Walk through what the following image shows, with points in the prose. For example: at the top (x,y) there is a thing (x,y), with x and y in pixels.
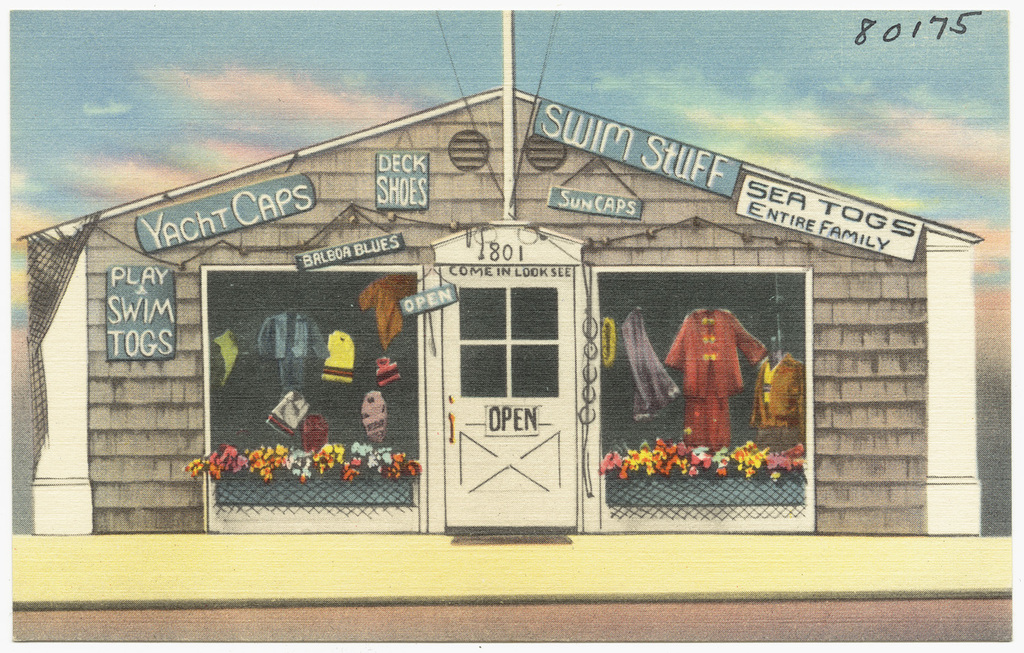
In this image there is a depiction of a house (565,371) with name boards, posters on it. There is a closed door (485,336) and there are some text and numbers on the door (530,490). In the background of the image (259,66) there are clouds (203,94) in the sky (211,86).
